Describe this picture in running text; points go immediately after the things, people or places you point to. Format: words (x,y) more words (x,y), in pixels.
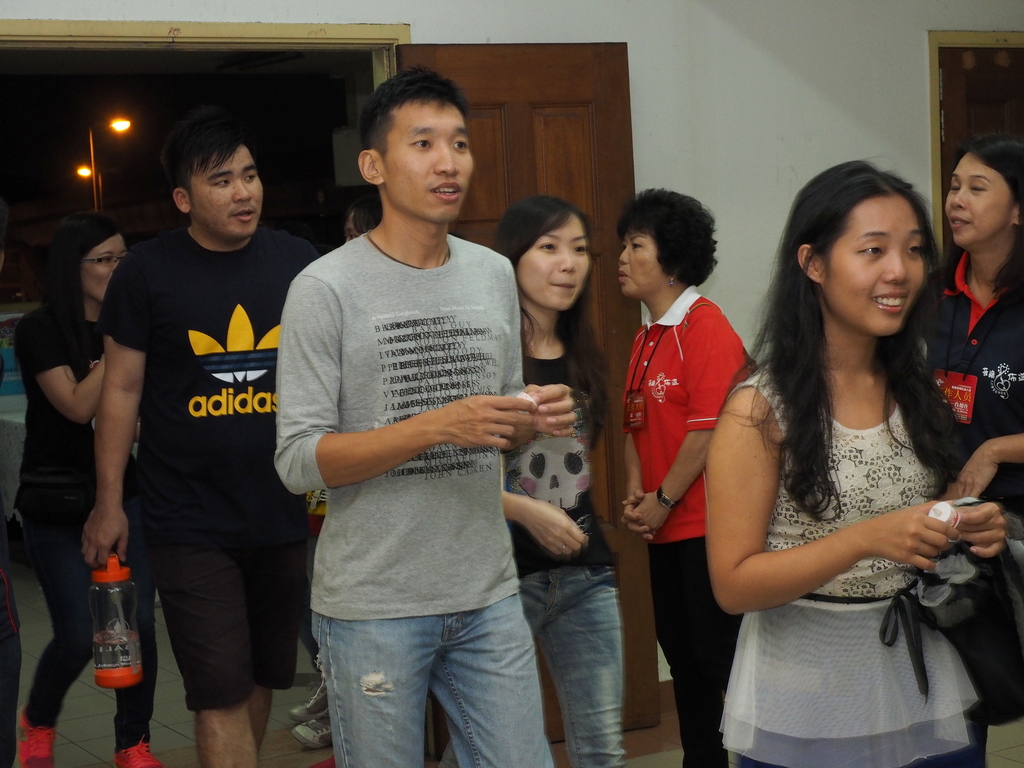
This is an inside view of a room (175,696). Here I can see many people (901,472) are standing on the ground (307,753) and few people (313,596) are walking towards the right side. In the background (774,97) there is a wall (774,97) and I can see a door (563,121). In the background (89,140) there are few lights (94,142) in the dark.
